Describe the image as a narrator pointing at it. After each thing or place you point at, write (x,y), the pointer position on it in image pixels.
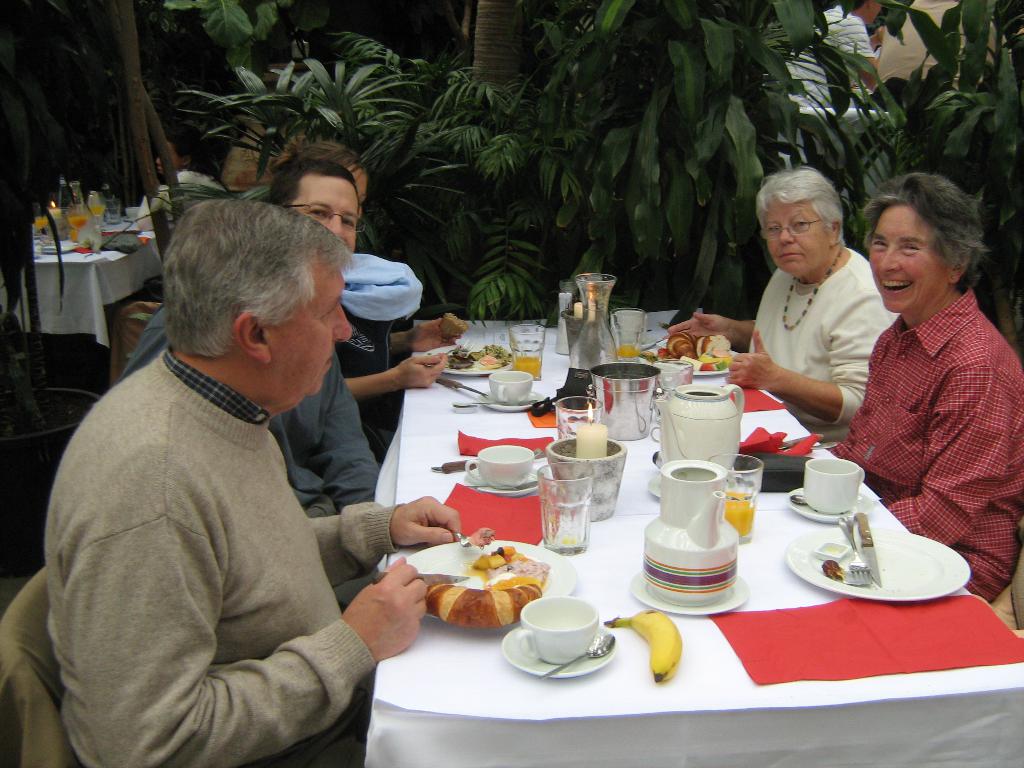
in this image i can see a table (609,574) in the center (544,507) which has cup (524,627), saucer (519,650), banana (657,663), food (505,598), spoon (604,641), knife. at the right (950,441) and left there are people (825,340) sitting on the chairs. behind the table (644,665) there are many trees (598,97) and at the left (91,285) there is another table (92,271).
